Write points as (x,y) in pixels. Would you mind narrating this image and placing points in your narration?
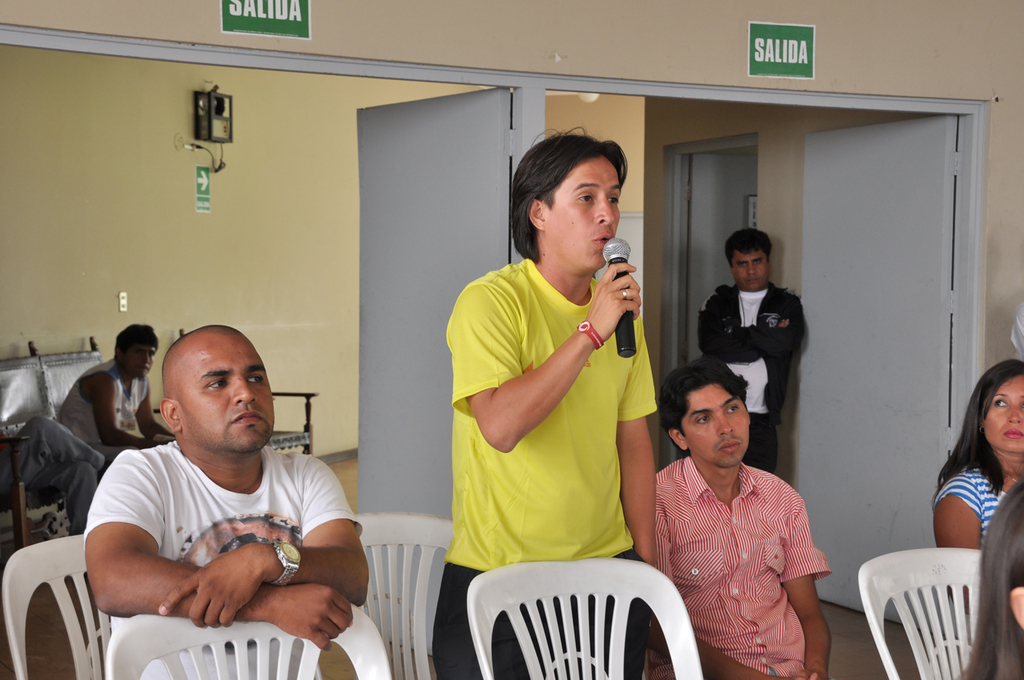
In this image i can see three man (687,479) and a woman (983,481) a man (556,417) in the middle (574,417) is standing and holding microphone (612,246) at the right (1018,432) the woman (1014,442) is sitting at the back ground (885,387) i can see a man (780,331) standing a door (445,253) and a man (128,386) sitting in a couch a wall (86,292).
